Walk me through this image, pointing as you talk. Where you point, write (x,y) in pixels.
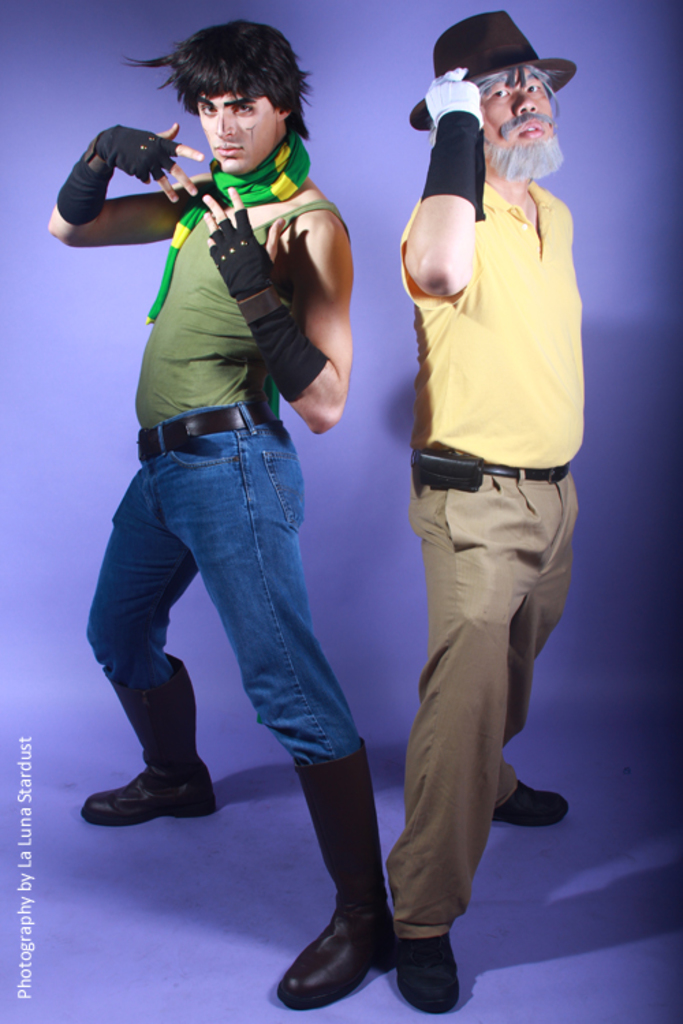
In this image there are two persons (238,295) posing. At the bottom of the image (28,927) there is some text (22,754).
